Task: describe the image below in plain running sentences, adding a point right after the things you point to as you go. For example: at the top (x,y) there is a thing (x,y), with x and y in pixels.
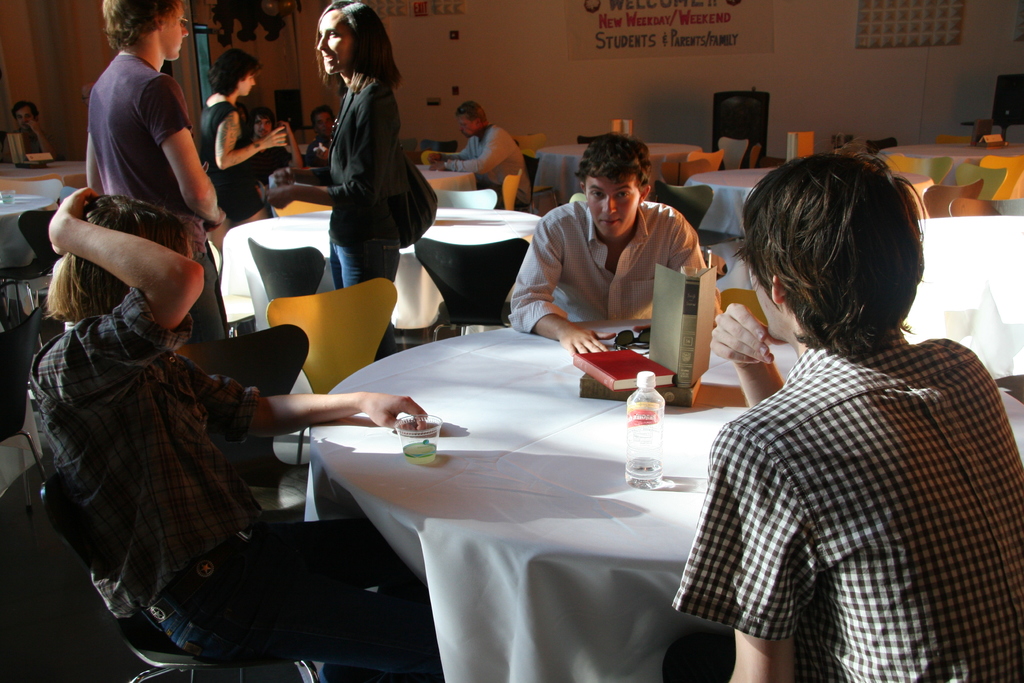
In this picture we can see some persons (815,635) are sitting on the chairs (312,678). This is the table (577,526) and there is a white color cloth (564,558) on the table (552,512). Here we can see some books (581,387), a glass (404,447), and a bottle (656,417) on the table (688,439). And here three persons (166,85) are standing on the floor (70,649). And on the background (540,83) there is a wall (531,67). And this is the floor (50,651).
